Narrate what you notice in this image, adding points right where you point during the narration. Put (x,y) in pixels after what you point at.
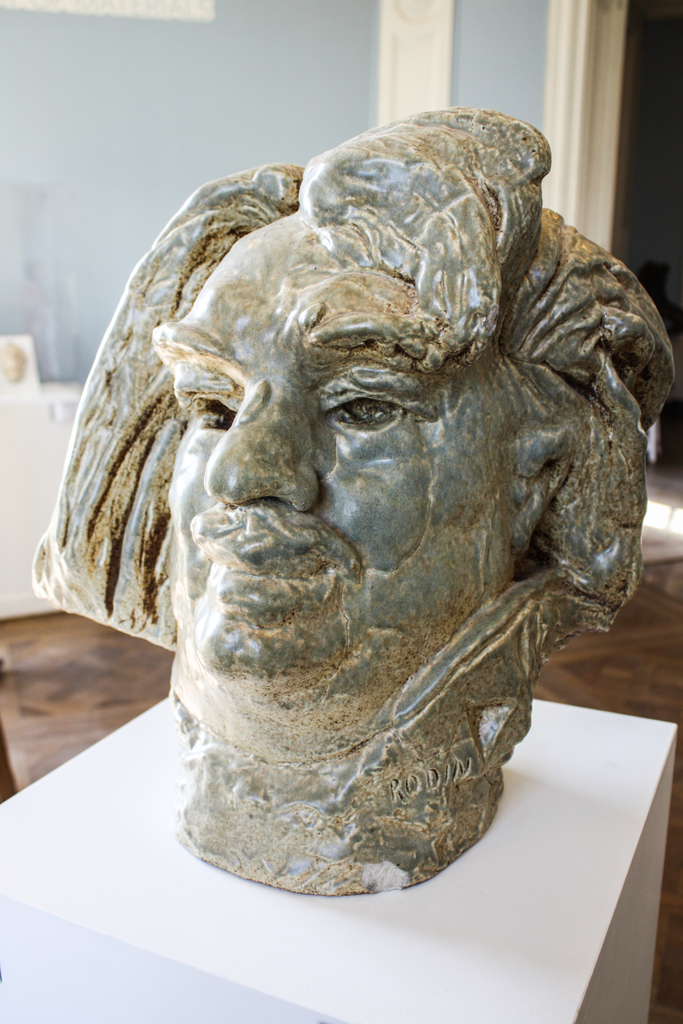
In this image there is a sculpture (384,564) on a box (522,870), in the background (183,91) there is a wall (522,28).
